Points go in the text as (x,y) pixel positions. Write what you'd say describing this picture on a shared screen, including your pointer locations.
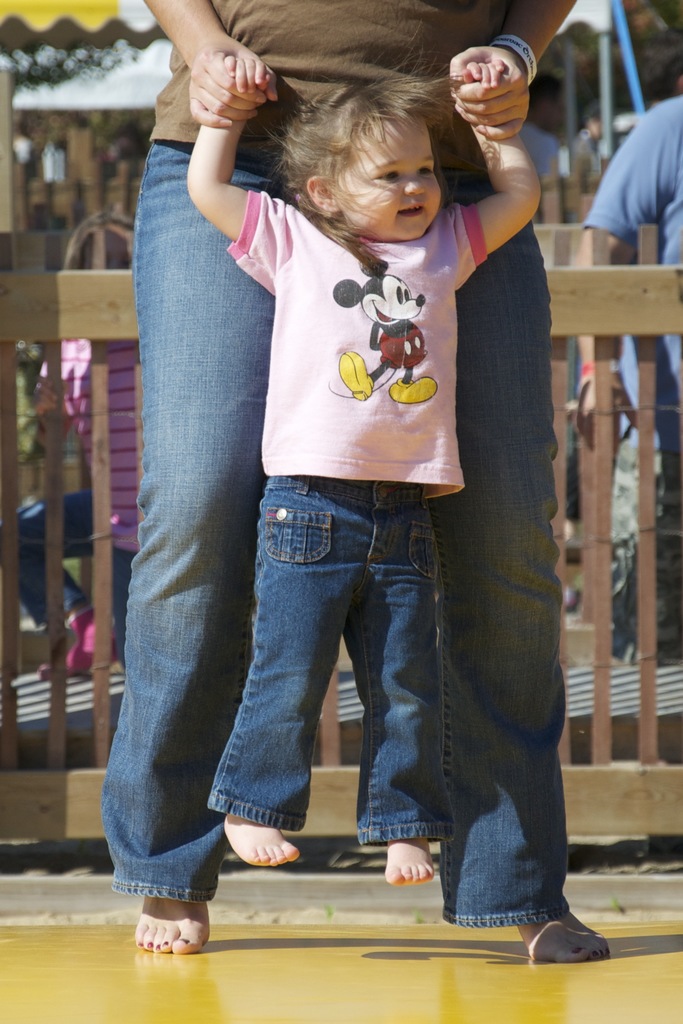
In this picture I can observe a girl (302,525) in the middle of the picture (371,406). There is a person (171,196) holding this girl (289,374). In the background (91,451) I can observe wooden railing (93,421).
